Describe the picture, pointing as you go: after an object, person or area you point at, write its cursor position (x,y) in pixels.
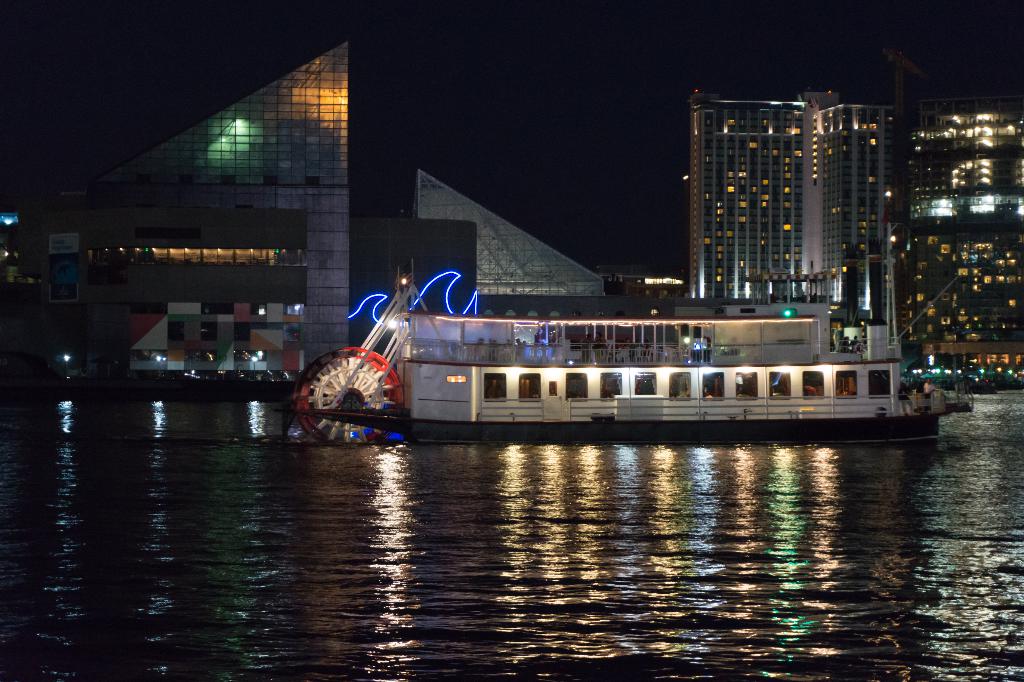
In this picture we can see a boat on water (609,526), here we can see people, buildings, lights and some objects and in the background (660,138) we can see it is dark.
